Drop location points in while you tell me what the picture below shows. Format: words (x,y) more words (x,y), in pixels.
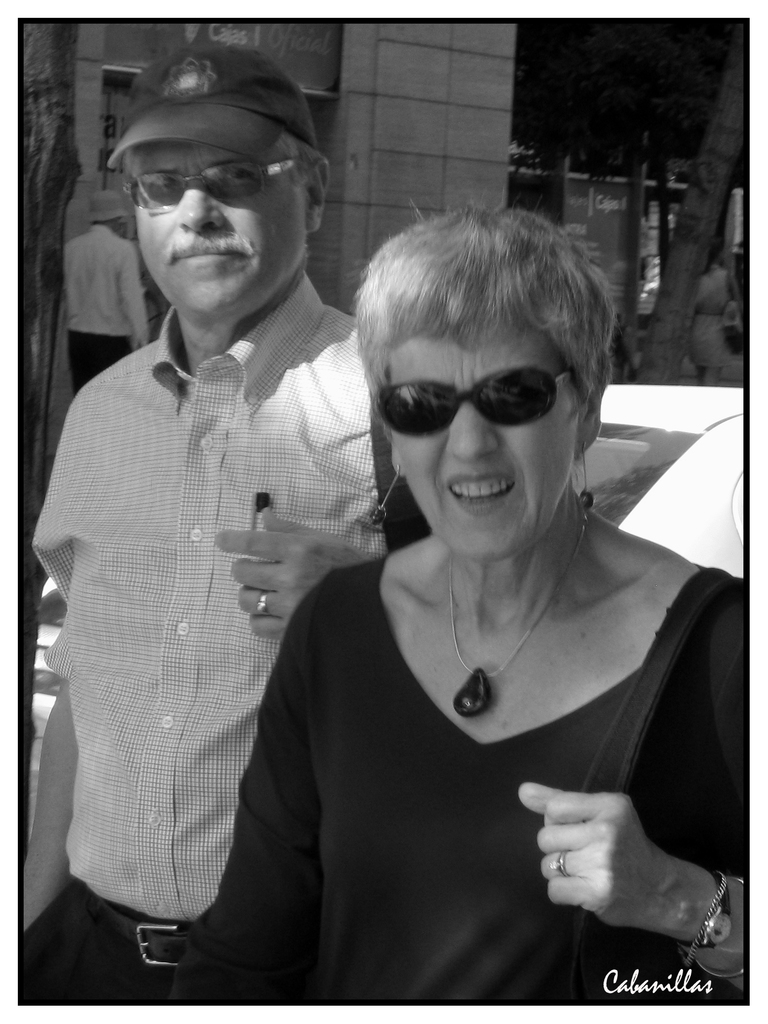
This is a black and white picture. On the background of the picture (567,76) we can see one branch (708,211) and there is a wall (411,118). Near to the wall (376,88) there is one man (94,327) standing wearing a hat (105,212). On the right side of the picture (545,809) we can see a woman (518,721) wearing a black shirt (483,854) and also watch (713,917), bangles (701,940) to her hand (692,898). We can see chain (474,694) on her neck (459,604). These are the earrings (383,513). She wore black goggles (473,389). Aside to this woman (445,577) there is a man (176,510) standing holding a neutral look on his face (205,249). He is wearing a cap (247,118). He wore spectacles (231,183). There is a pen (256,497) in his pocket (255,504). He also wore a ring (263,603) to one of his finger (269,607). This is a belt (152,952).
